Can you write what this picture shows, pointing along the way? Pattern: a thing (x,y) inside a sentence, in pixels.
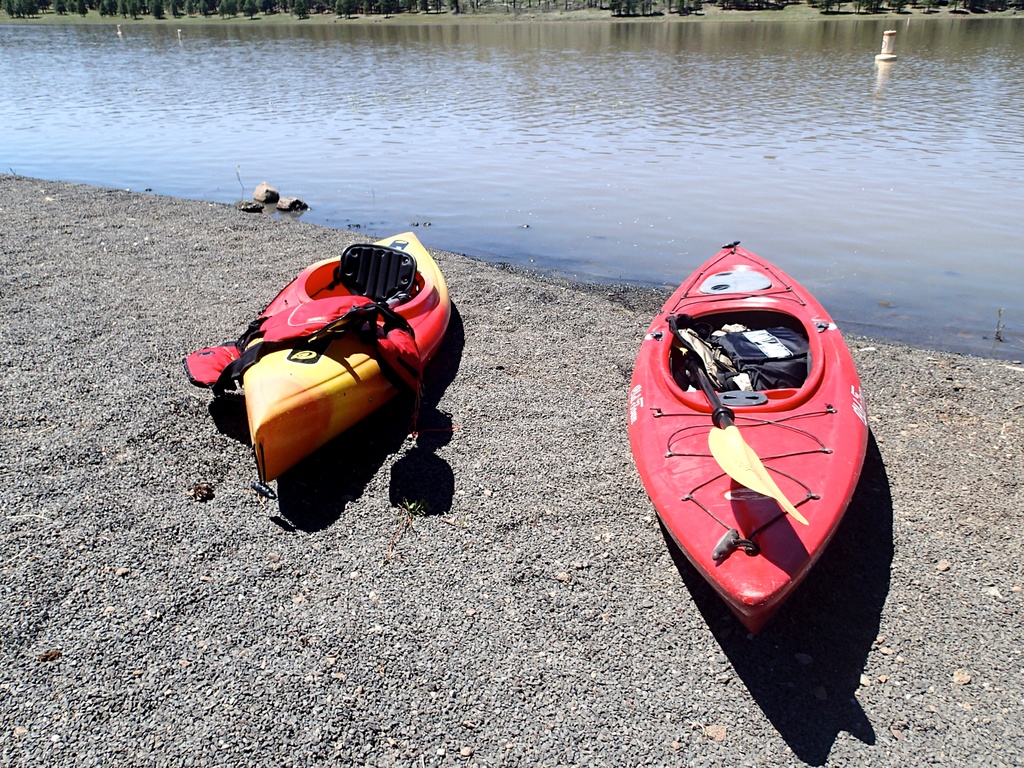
In this picture we can observe two boats (707,421) which were in yellow and red color. There are life jackets (301,314) in the boats (663,355) and an oar (754,459). We can observe a river (440,62) flowing here. In the background (193,10) there are trees (174,10).
